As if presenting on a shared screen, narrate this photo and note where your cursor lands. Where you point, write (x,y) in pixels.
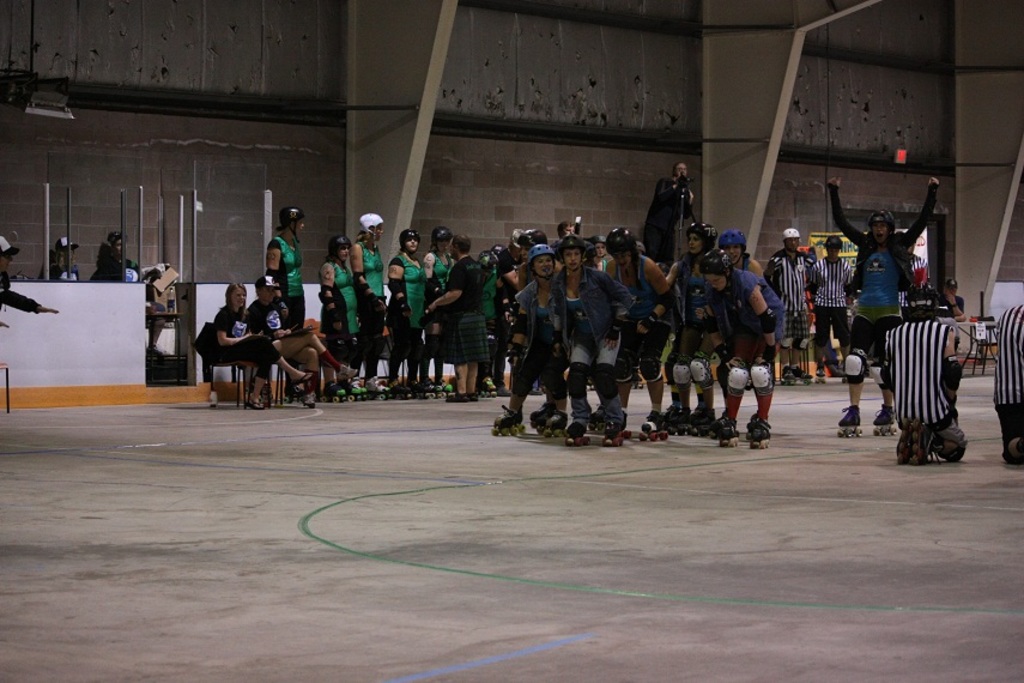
This picture describes about group of people (700,316), few people (239,316) are seated, few are standing and few are skating with the help of skate shoes (510,428), in the background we can find few metal rods (192,254), camera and a hoarding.
